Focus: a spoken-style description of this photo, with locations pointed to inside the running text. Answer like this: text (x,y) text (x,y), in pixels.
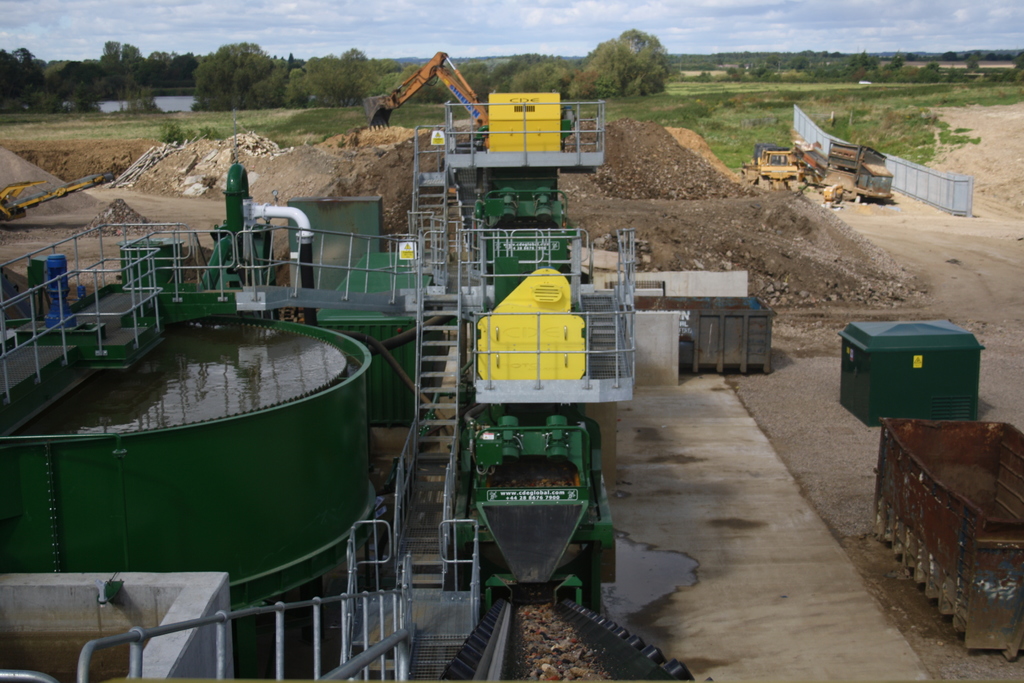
I can see the ground (806,380), few trucks (821,181), few trees (391,91), the water (296,378) and a green colored object (867,370). In the background (552,40) I can see the sky (569,43).
